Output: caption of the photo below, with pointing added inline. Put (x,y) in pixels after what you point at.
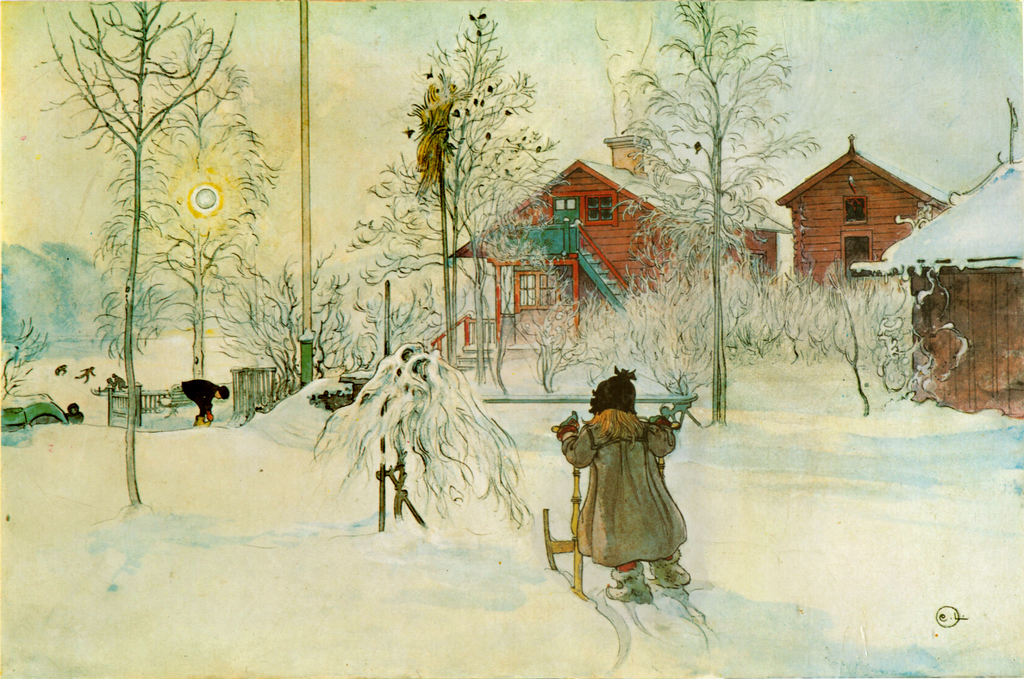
In this picture there is a drawing poster (513,537) of the girl (633,596), standing in the snow (503,631). Behind there are some trees (219,236) and brown color shade houses (611,287).
